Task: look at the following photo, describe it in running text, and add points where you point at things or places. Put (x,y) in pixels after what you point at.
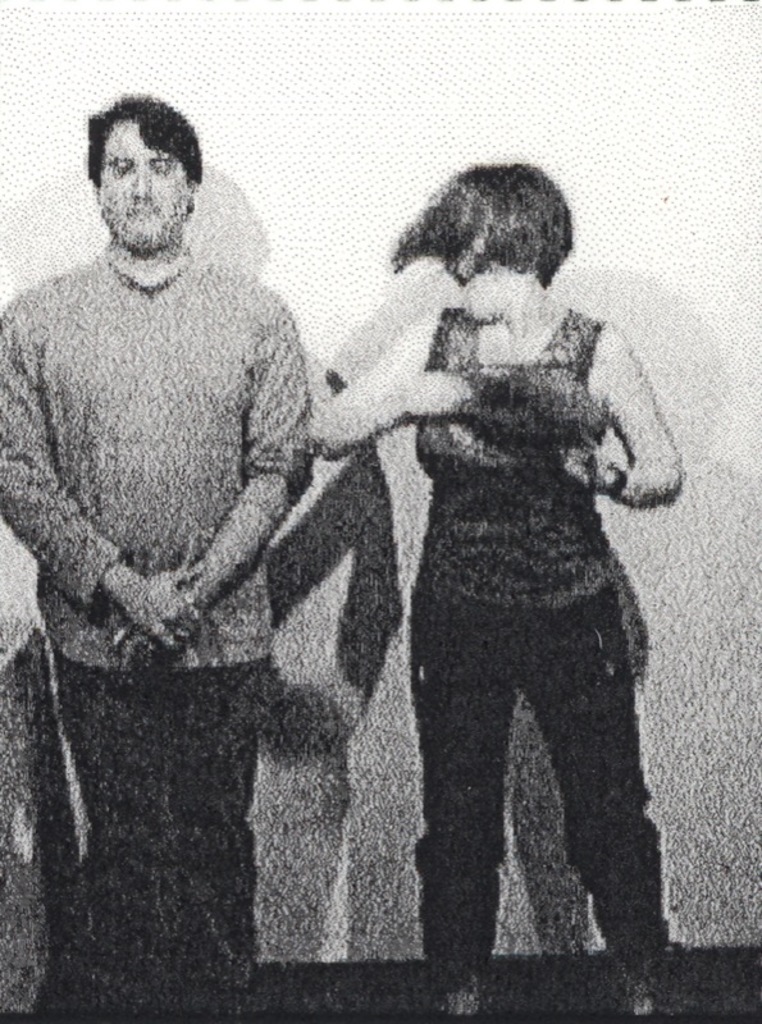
This is a blurred image, we can see a man (214,582) and a woman (496,726) standing.
